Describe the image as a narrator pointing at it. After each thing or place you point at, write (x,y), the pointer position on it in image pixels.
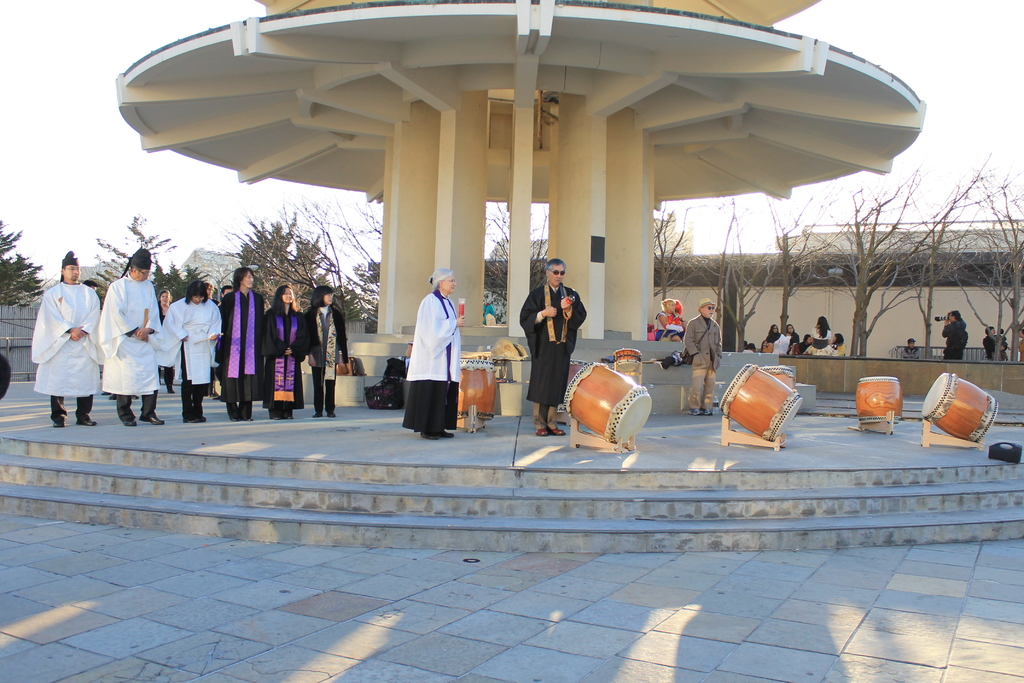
In this picture there are few people (145,370) standing in a line. there are other two people (416,376) standing in the center (547,356). There are drums (747,416) placed on drum stands (753,443) on the floor (679,430). In the background (780,297) there is a building (771,312), tree (799,267) and sky (865,173). There is a man (948,326) to the right corner (947,324) holding a camera (938,317) in his hand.
